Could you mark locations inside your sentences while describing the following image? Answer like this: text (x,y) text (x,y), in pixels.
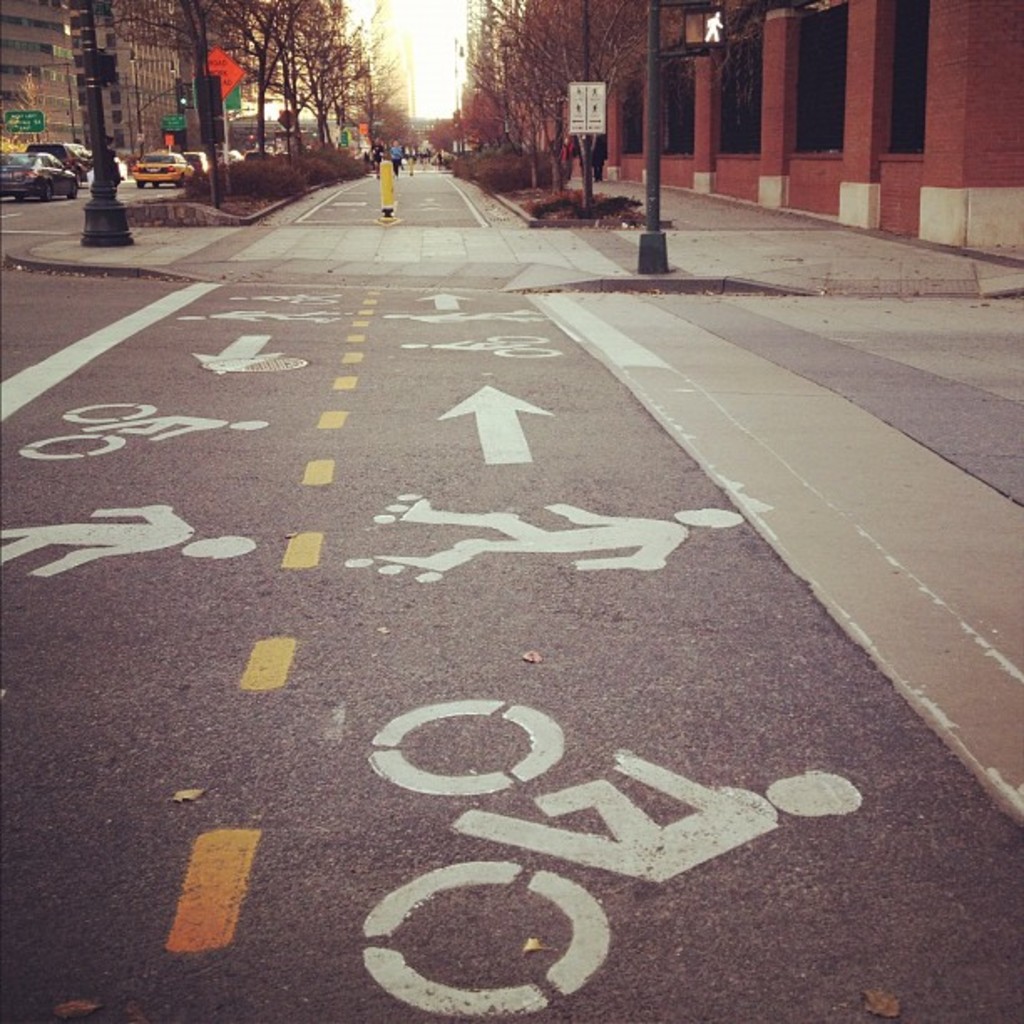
In the foreground of this image (318,549), in the middle (428,466), there is a road (371,192). On either side, there are plants (295,177), trees (563,78), buildings (811,79), poles (211,87) and the boards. On the right (813,265), there is a pavement (746,218). On the left (138,164), there are vehicles (150,157) moving on the road (230,350). In the background (424,24), there is the sky (424,19).
